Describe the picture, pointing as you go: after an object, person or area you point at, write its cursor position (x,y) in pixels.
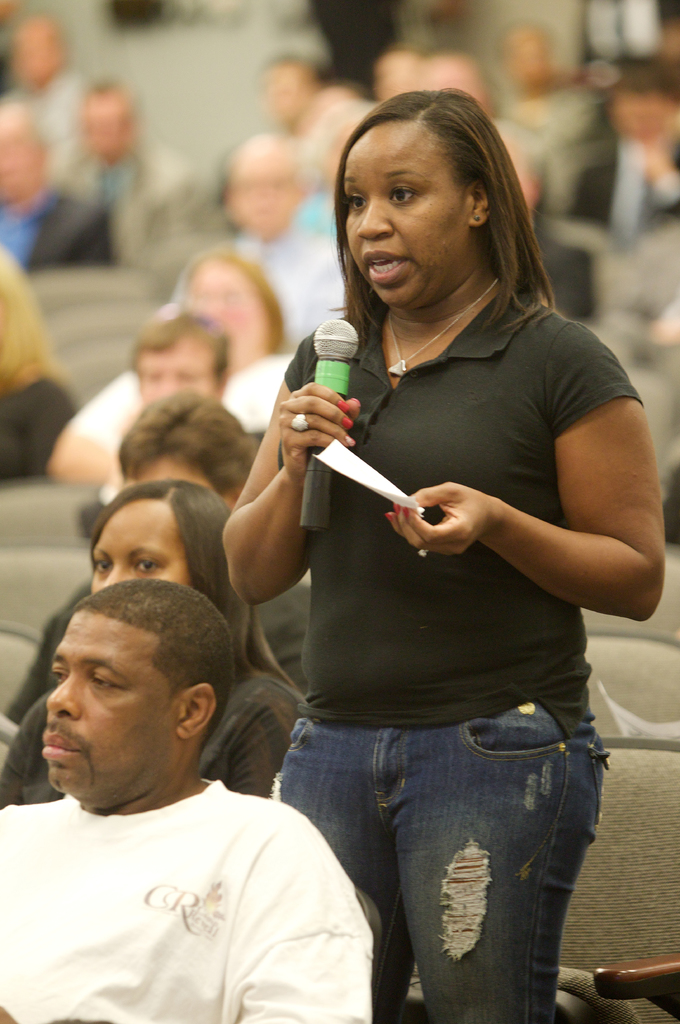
In this image we can see a group of people (24,313) sitting on chairs (589,1002). One woman (524,537) is standing and holding a paper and a microphone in her hands (431,504).
